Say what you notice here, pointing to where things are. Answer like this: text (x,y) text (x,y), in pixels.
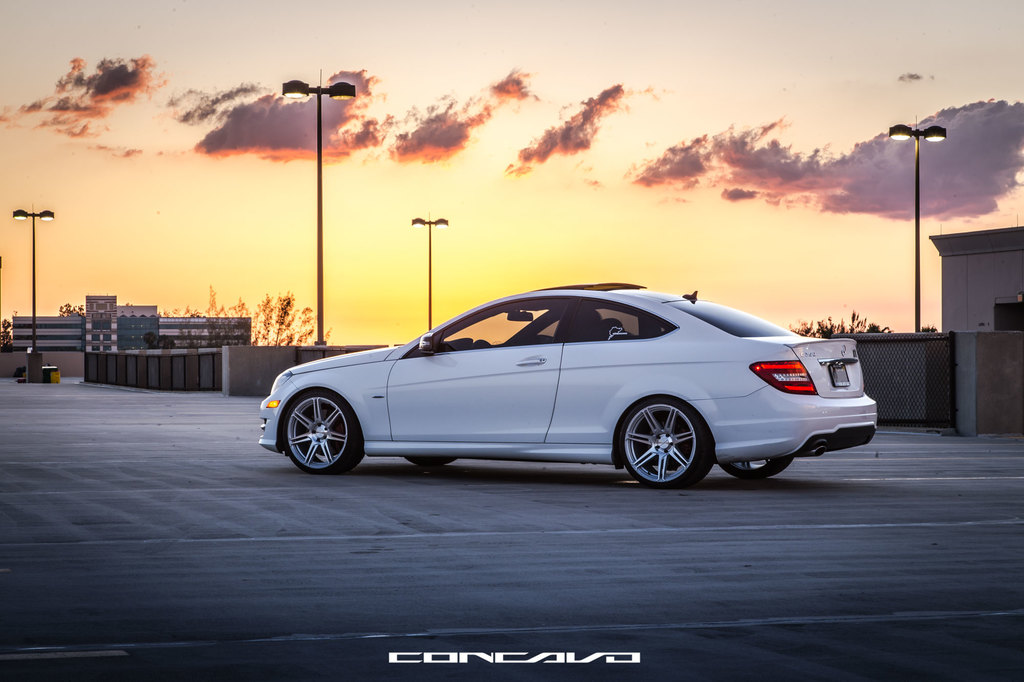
In the middle of the picture (589,400), we see a white car (597,361) is parked in the parking lot (231,622). At the bottom (451,490), we see the ground (504,490) and we see some text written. Behind the car (341,371), we see a wall (985,410) and the street lights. On the right side (975,249), we see a building (989,321), street lights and a tree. On the left side (115,298), we see the street lights (321,339), buildings (161,324) and trees (162,341). At the top (448,88), we see the sky (530,183) and the clouds (750,148). This might be an edited image.
